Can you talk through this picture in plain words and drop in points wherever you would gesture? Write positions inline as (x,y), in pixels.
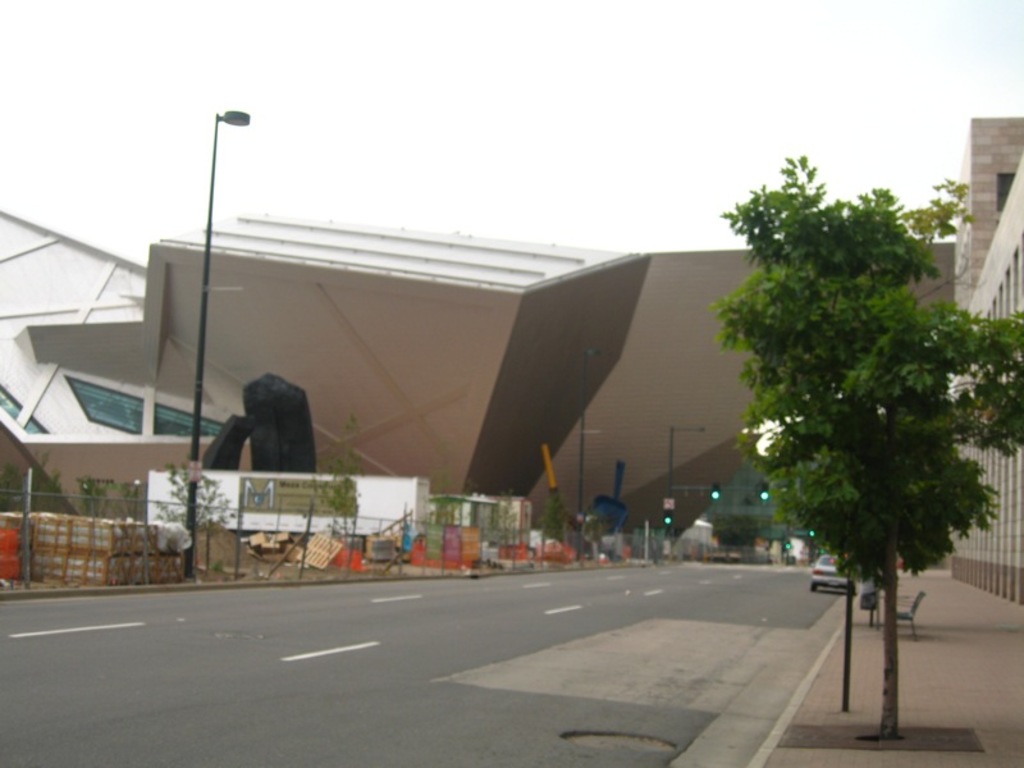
This is an outside view, in this image at the bottom (317,671) there is a road (743,569). On the right side (938,440) there are some buildings (1002,529) and trees (890,583) and a footpath (901,632), on the footpath (989,673) there are some benches (908,616) and also there is one car (820,574). In the background (283,486) there are some buildings (527,514), trees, wall (139,504), pole (849,590) and light (246,115).
